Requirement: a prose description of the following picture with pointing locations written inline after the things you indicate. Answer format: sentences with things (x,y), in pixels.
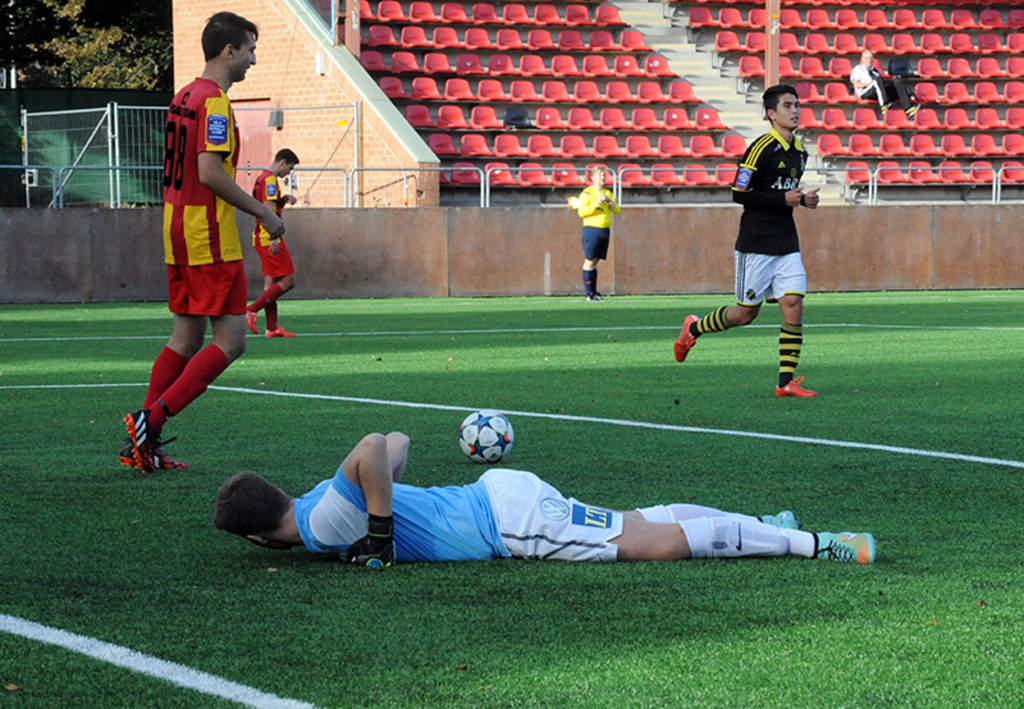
In this image there are people (757,190). At the bottom (634,525) there is a man (419,530) lying on the ground (613,600). There is a ball (494,436). In the background (511,91) we can see bleachers (676,99). On the left (76,134) there is a grille (77,131) and we can see a tree (106,86).
